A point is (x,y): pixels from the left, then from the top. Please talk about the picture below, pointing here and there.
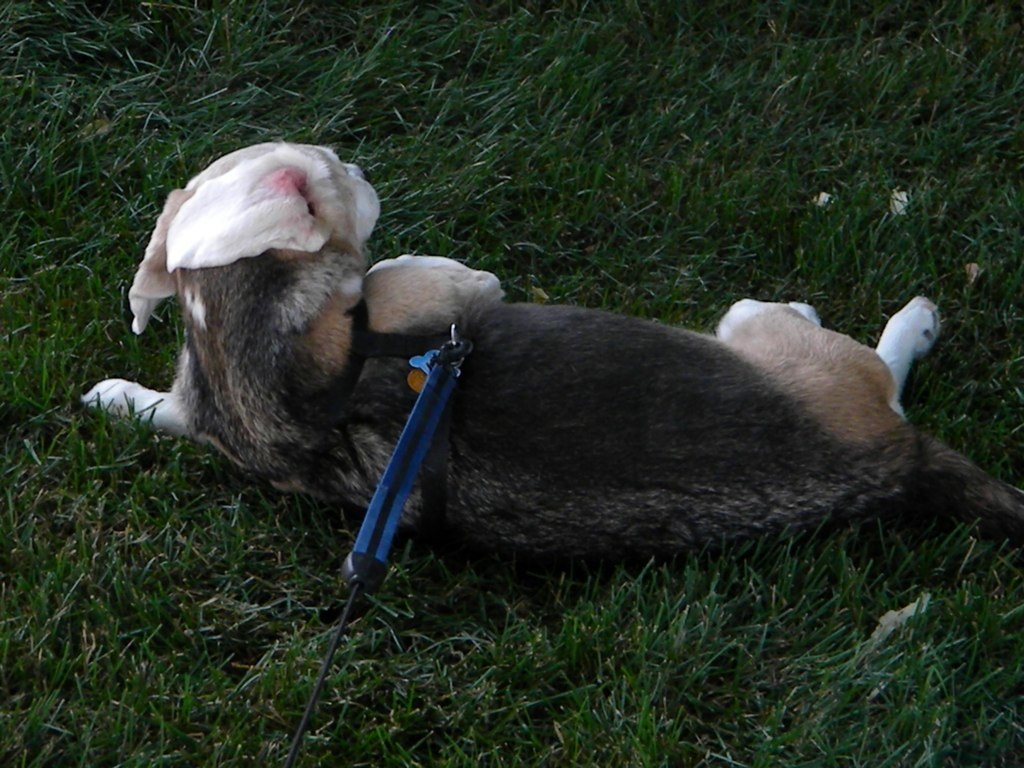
This is the dog (774,484) lying on the grass (690,307). I think this is the dog belt (396,449), which is tied to the dog (412,319).
